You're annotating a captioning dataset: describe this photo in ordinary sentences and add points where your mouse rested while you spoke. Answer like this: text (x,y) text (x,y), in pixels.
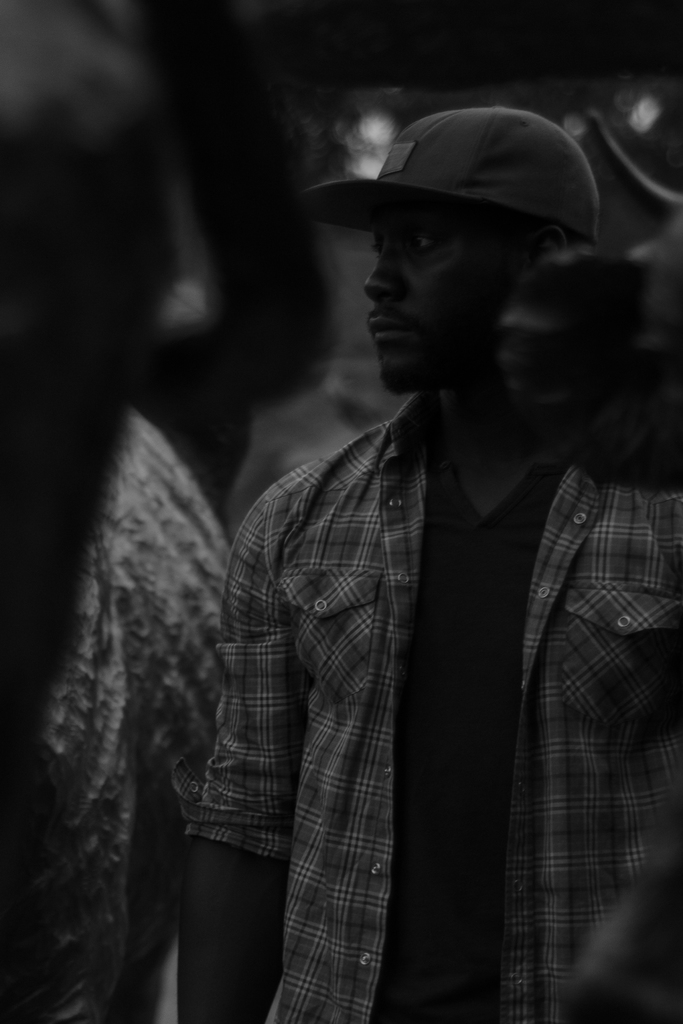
In this image we can see few persons (428,716). The person (444,711) in the foreground (393,431) is wearing a cap (516,147).
